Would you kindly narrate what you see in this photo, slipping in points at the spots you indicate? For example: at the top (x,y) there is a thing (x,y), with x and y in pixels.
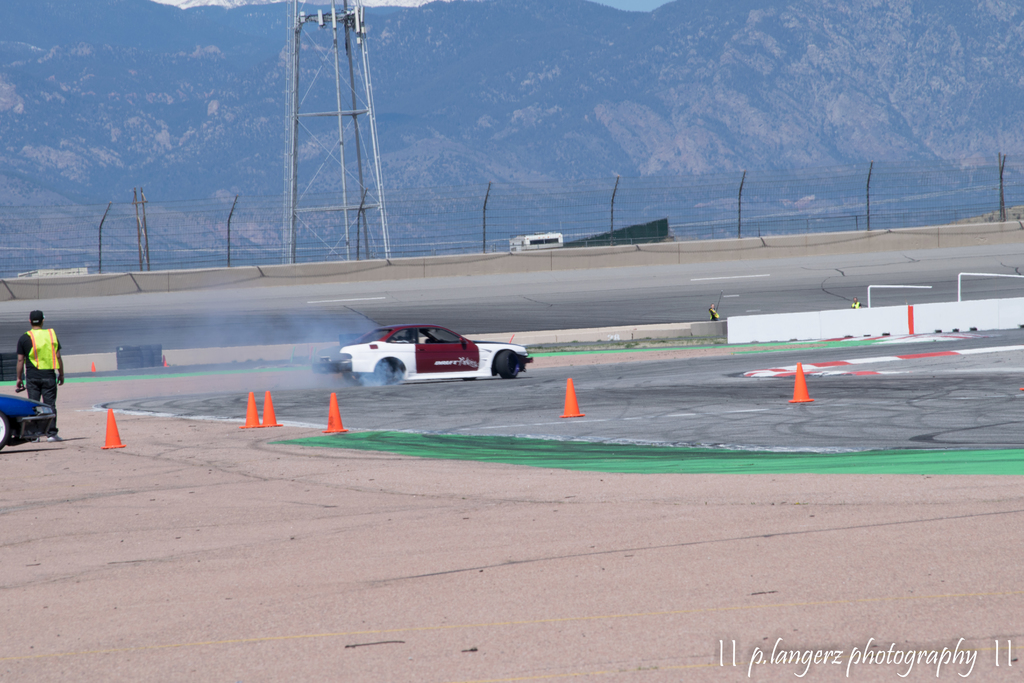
In this picture we can see a person (37,392) and a car (34,437) on the left side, there are traffic cones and another car (419,375) in the middle (428,373), in the background (348,97) there is a tower (340,87), fencing (525,206) and a hill (771,132), there is some text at the right bottom (733,640).
